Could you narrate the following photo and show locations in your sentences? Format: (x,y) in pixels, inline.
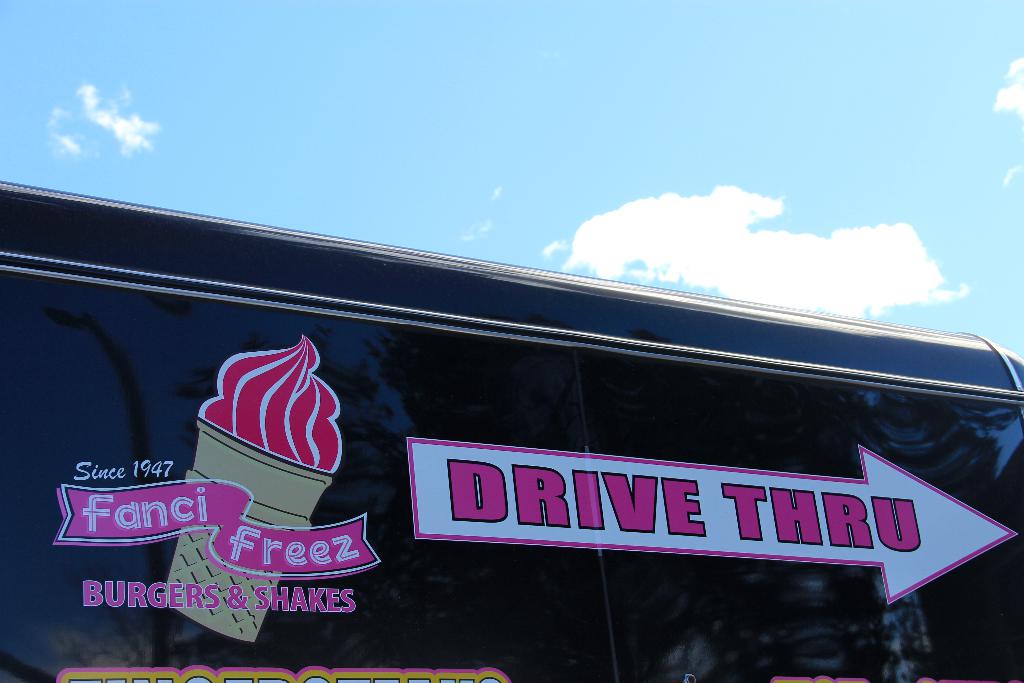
In this image I can see a banner (349,573) and something is written on it. The sky (545,219) is in blue and white color.
